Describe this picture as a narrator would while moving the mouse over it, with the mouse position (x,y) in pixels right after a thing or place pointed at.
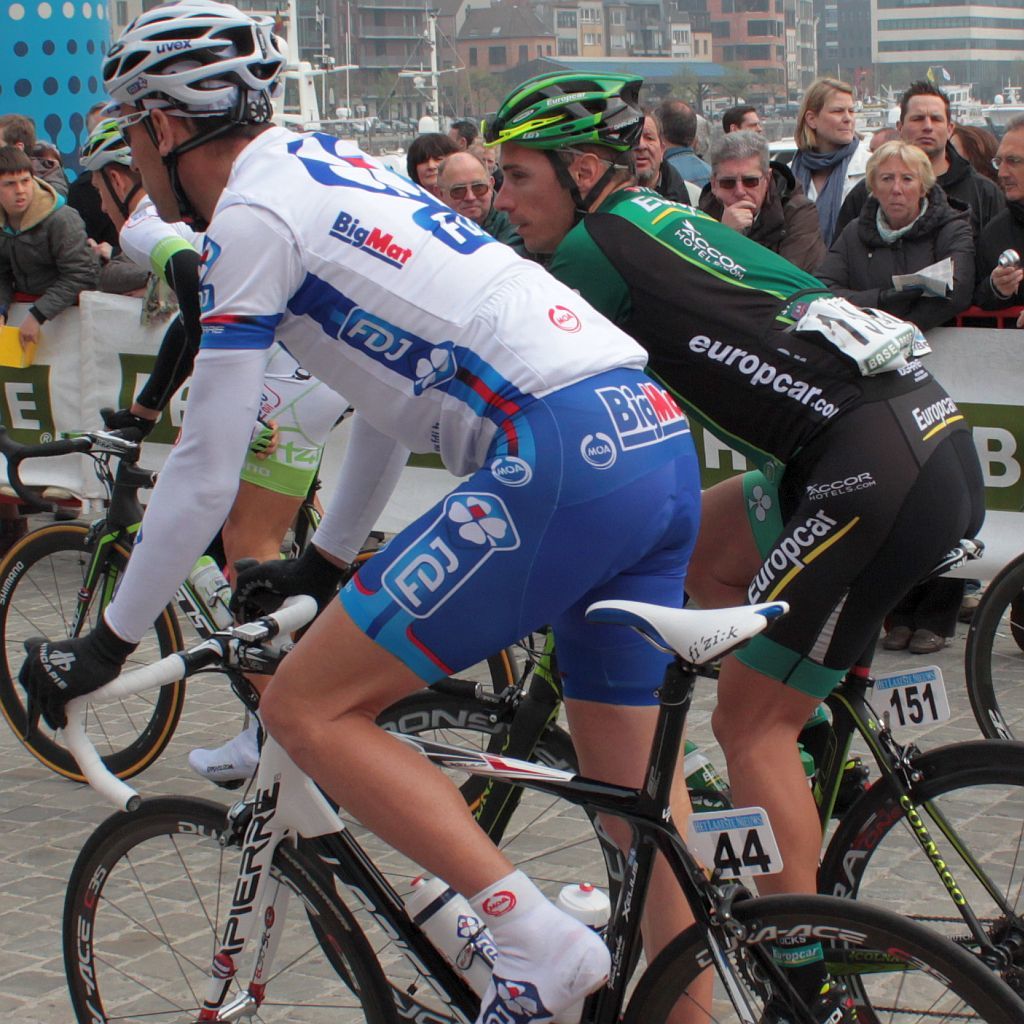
on the background (579,69) we can see buildings (546,34). Here we can see few persons (770,482) riding bicycles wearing helmets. We can see crowd (93,214) over here.
